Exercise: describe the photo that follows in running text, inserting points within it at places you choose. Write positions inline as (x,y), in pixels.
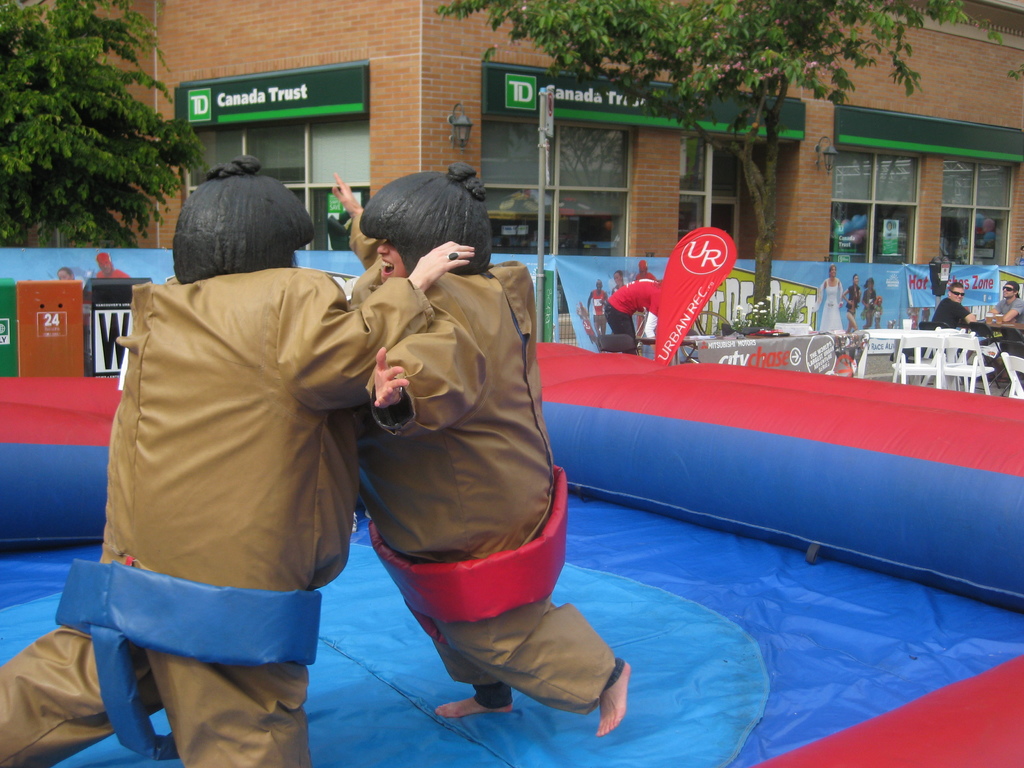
In this image we can see two people (294,231) in some costumes (367,476) standing on the inflatable object (749,545). And we can see the chairs (967,374). And we can see some people (1009,313) sitting. And we can see the buildings (650,189) and trees (700,62).
